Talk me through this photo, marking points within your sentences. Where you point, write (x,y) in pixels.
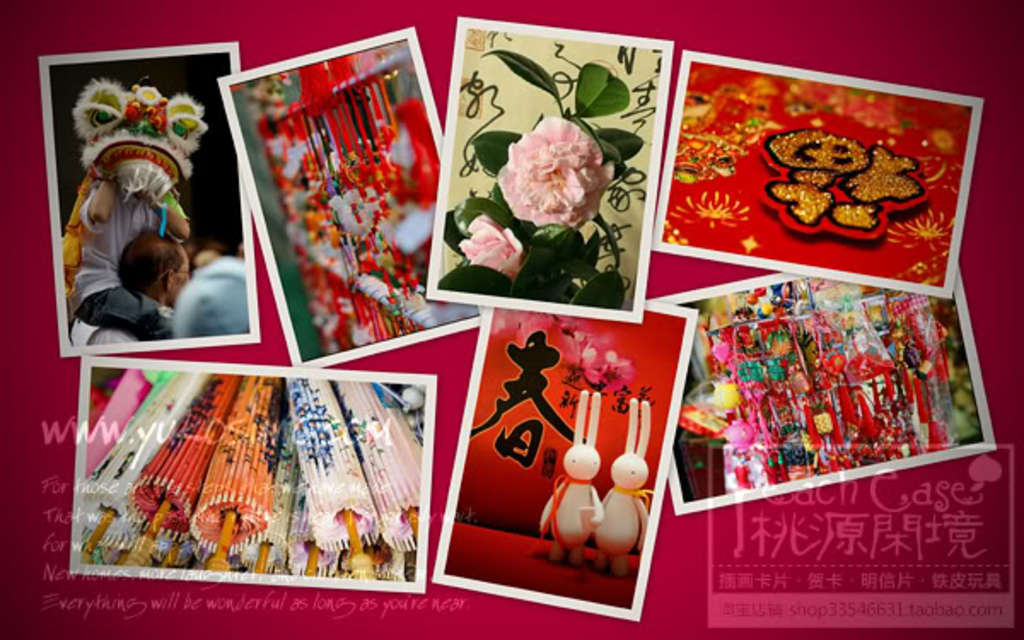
In this image we can see collage of some pictures (598,487) in which we can see some flowers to plant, some people (119,234), ropes (343,176) and some objects (629,523) placed on the ground (503,568). At the bottom of the image (79,600) we can see some text (807,567).
